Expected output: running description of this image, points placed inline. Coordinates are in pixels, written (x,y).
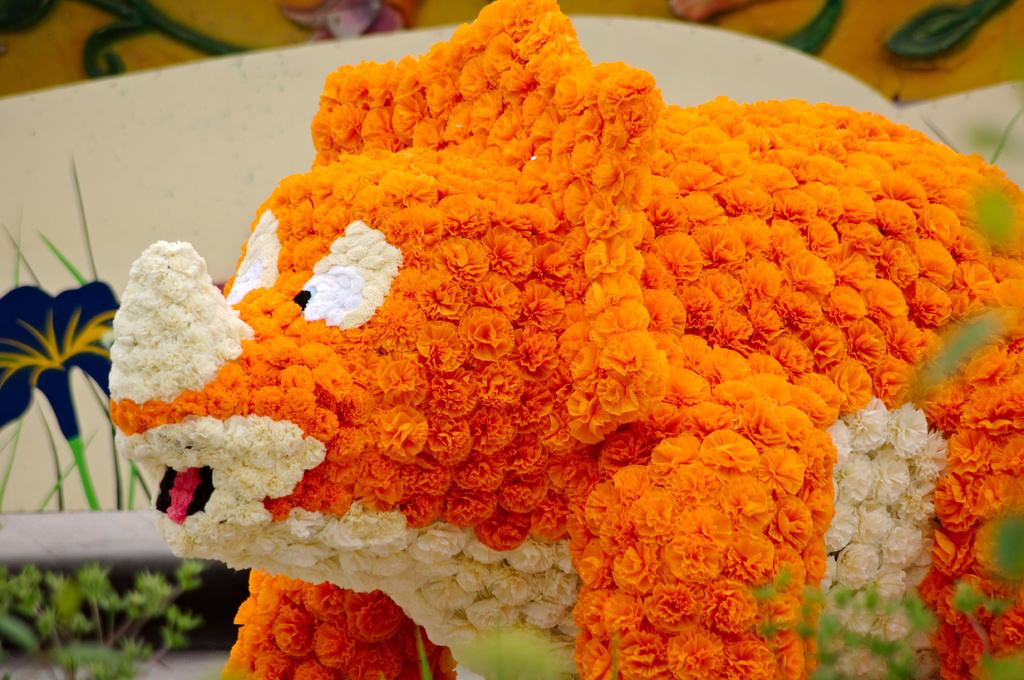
In this image I can see an animal sculpture (771,166), on sculpture (820,319) I can see bunch of colorful flowers (828,339).
